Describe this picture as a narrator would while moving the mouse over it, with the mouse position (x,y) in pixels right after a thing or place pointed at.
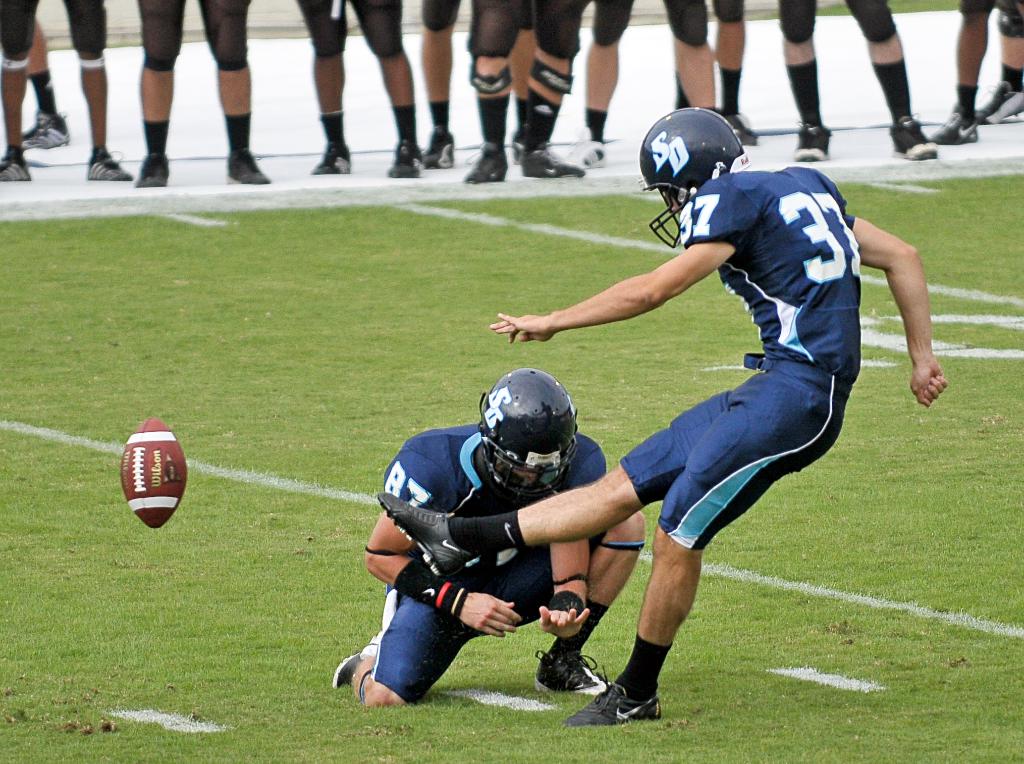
In this image we can see group of persons (762,235) standing on the ground (943,50). One person (789,424) is wearing a blue dress (807,360) and helmet (703,141). To the left side of the image (149,454) we can see a ball (143,466).
